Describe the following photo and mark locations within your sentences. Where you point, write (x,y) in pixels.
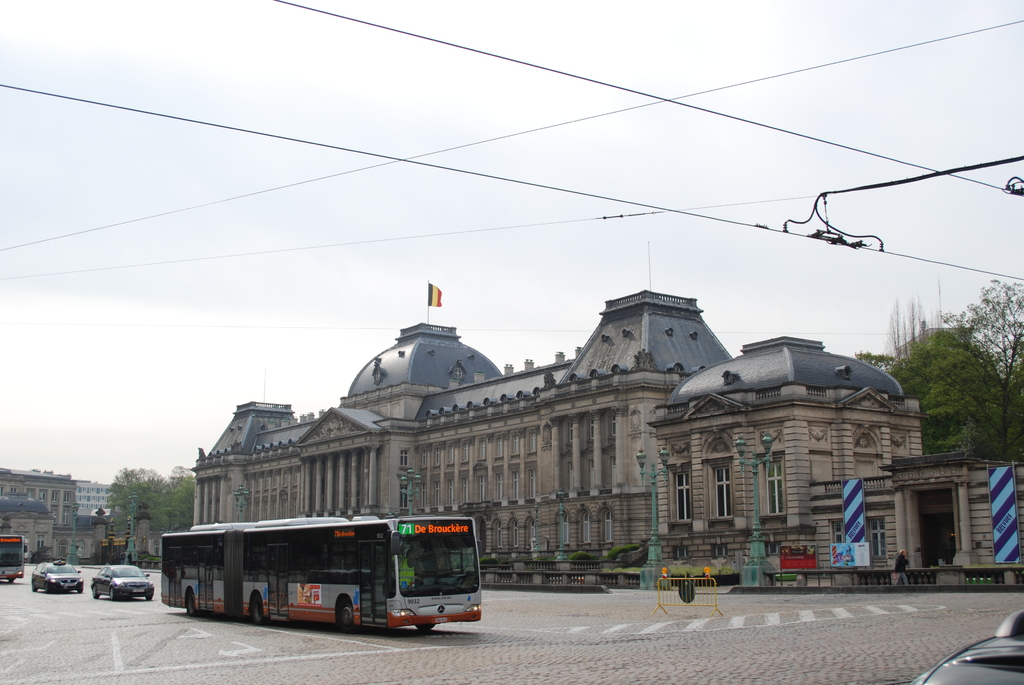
In the image we can see there are many buildings (707,488) and trees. There are even many vehicles (185,573) on the road (571,628), this is a fence (699,579), electric wires (617,217), the flag (431,289) of a country and there are people (907,556) wearing clothes (901,573).
